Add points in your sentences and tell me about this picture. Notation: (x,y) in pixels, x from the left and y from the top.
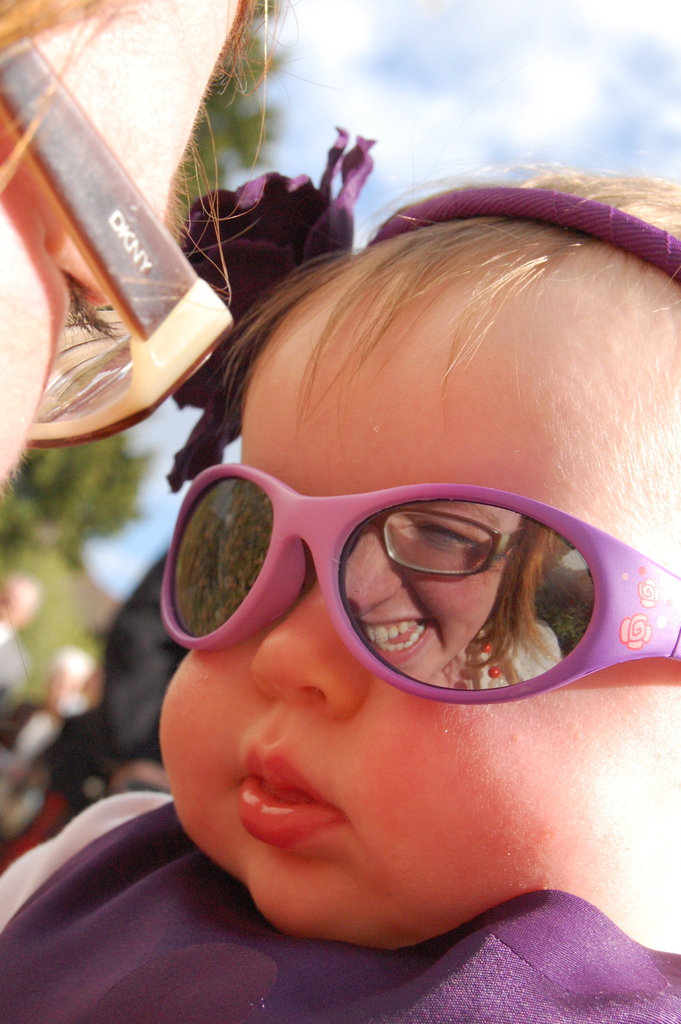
In this image I can see a baby (315,705) wearing violet colored dress (380,962) is wearing goggles (376,649) and in the goggles (470,642) I can see the reflection (476,562) of a woman (463,555). In the background (452,72) I can see the sky (504,90), few persons (6,594) and few trees (107,454).
